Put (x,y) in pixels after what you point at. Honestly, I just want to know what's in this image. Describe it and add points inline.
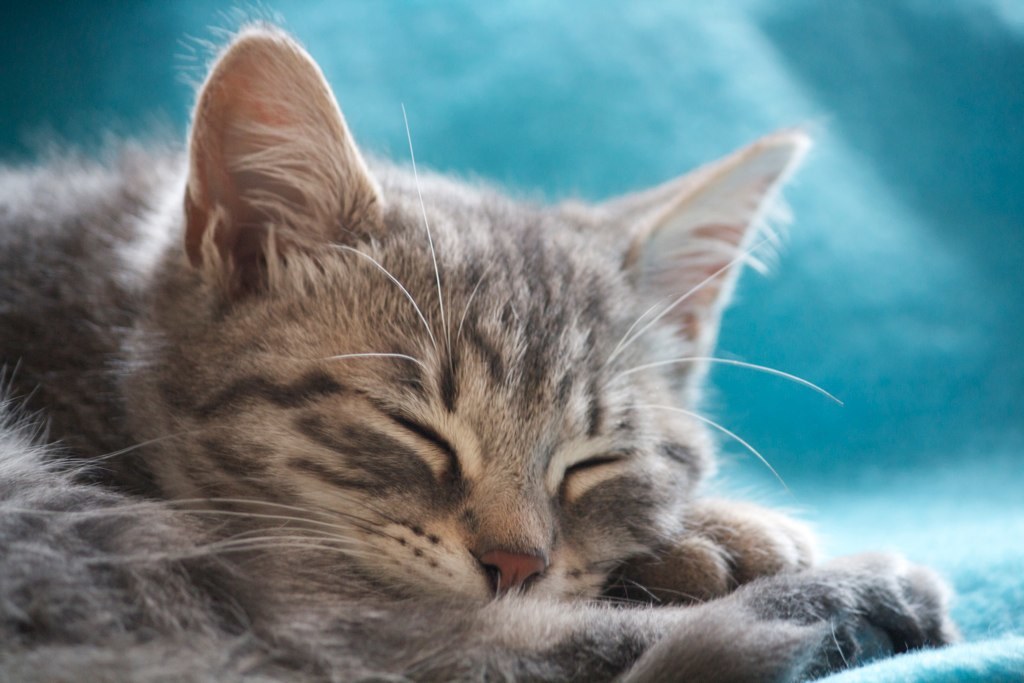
In this image we can see a cat (329,537) sleeping on a cloth (859,392).
